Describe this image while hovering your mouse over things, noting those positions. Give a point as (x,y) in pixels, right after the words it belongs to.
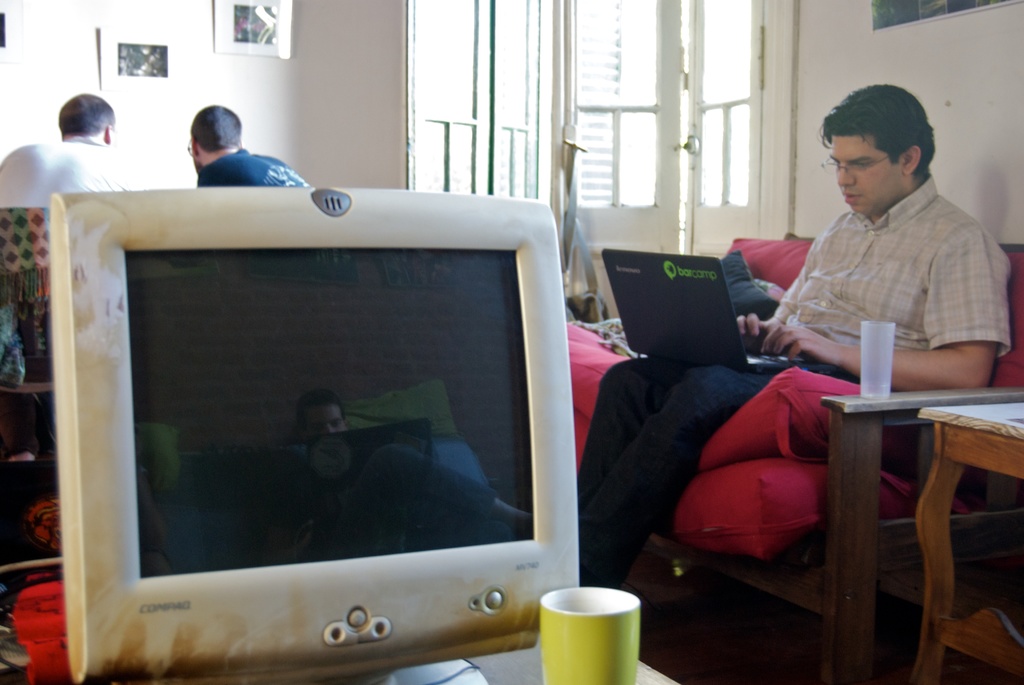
Here we can see a man (881,255) who is sitting on the sofa (745,442). He is holding a laptop (736,348). This is monitor (394,471) and there is a cup (546,620). Here we can see two persons (229,136). There is a wall (335,84) and these are the frames (218,24). This is door (658,114). This is table (947,436) and there is a glass (892,366).
